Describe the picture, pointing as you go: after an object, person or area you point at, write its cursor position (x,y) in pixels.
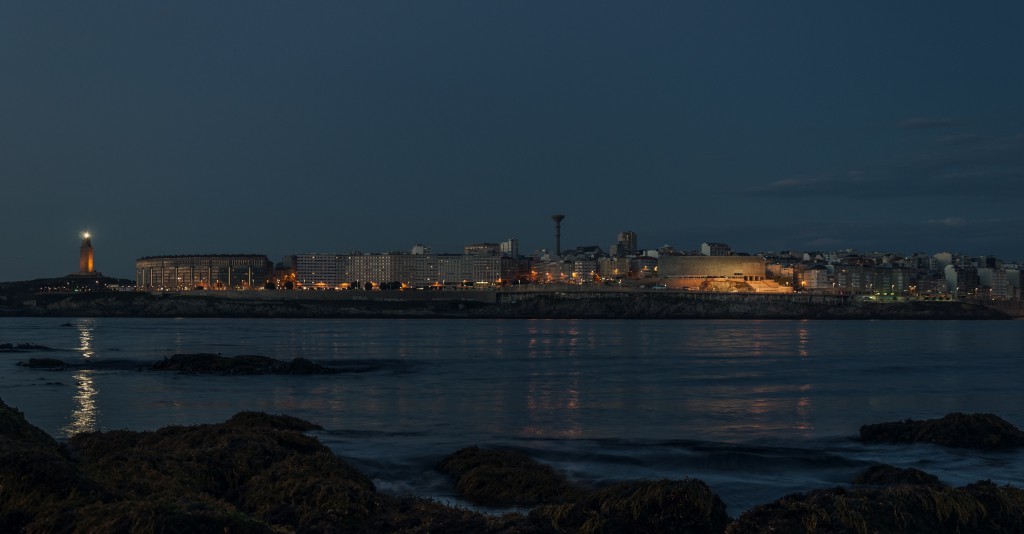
In this image there is the water (526,375). In the background (852,266) there are buildings (419,257), towers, lights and a lighthouse (84,266). At the top (452,107) there is the sky (642,87). At the bottom (223,490) there are rocks (679,499).
